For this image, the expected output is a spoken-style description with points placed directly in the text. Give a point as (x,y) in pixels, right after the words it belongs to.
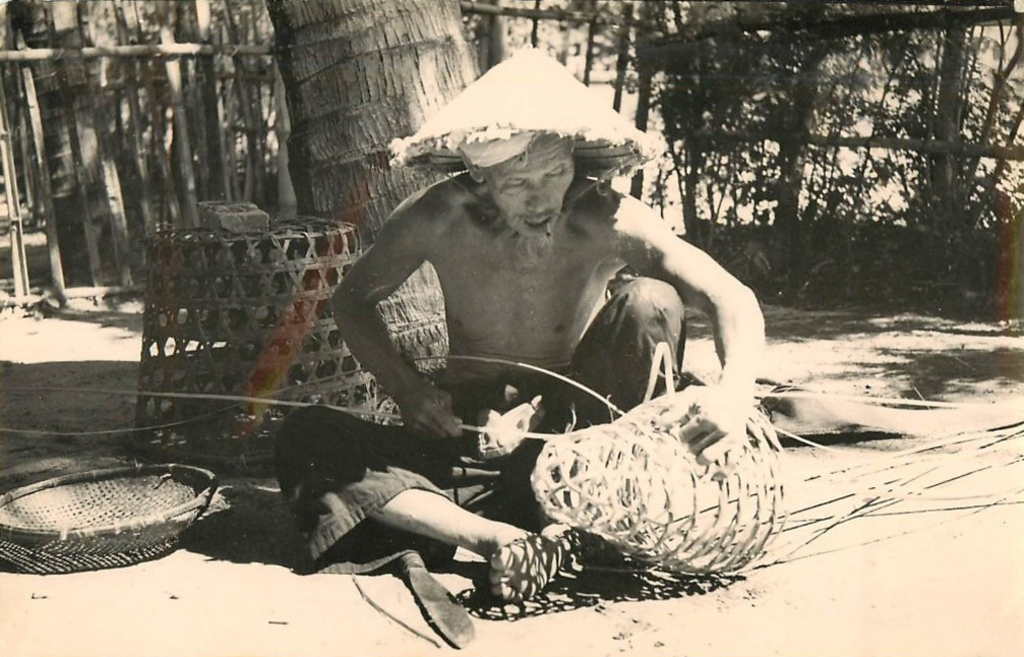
This is a black and white picture. The man (578,293) in the middle of the picture (528,308) is sitting on the floor (246,465). He is weaving the basket (606,527). Beside him, we see the baskets (251,367). Behind him, we see the stem (390,175) of the tree (440,349). In the background (144,136), we see a wooden fence (784,130) and trees (865,113).
